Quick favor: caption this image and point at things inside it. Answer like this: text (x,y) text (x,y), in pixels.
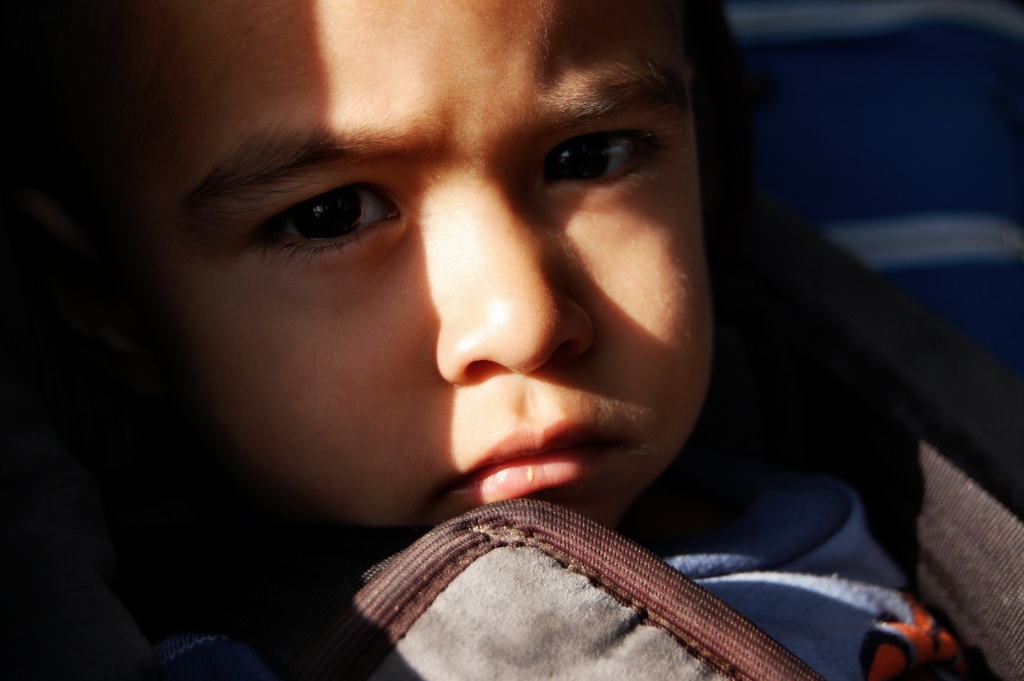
In this picture we can see a kid (466,316).
